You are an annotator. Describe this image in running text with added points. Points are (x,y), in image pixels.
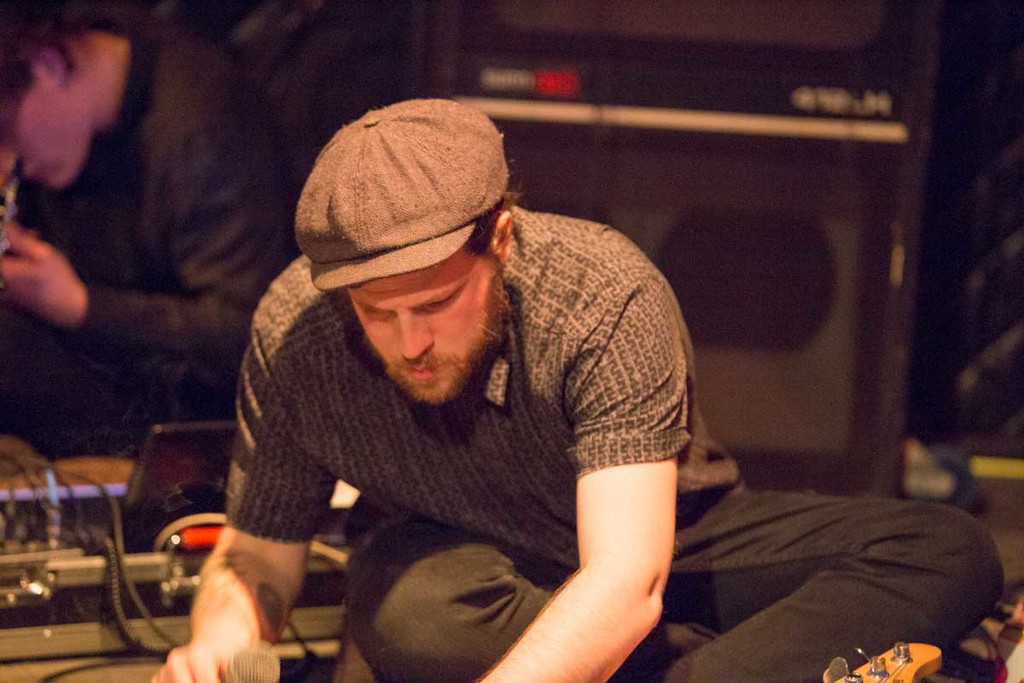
In the image I can see a person (489,486) who is holding the mic (253,676) and sitting on the floor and behind there is an other person (108,358) and some other musical instruments (20,568).
